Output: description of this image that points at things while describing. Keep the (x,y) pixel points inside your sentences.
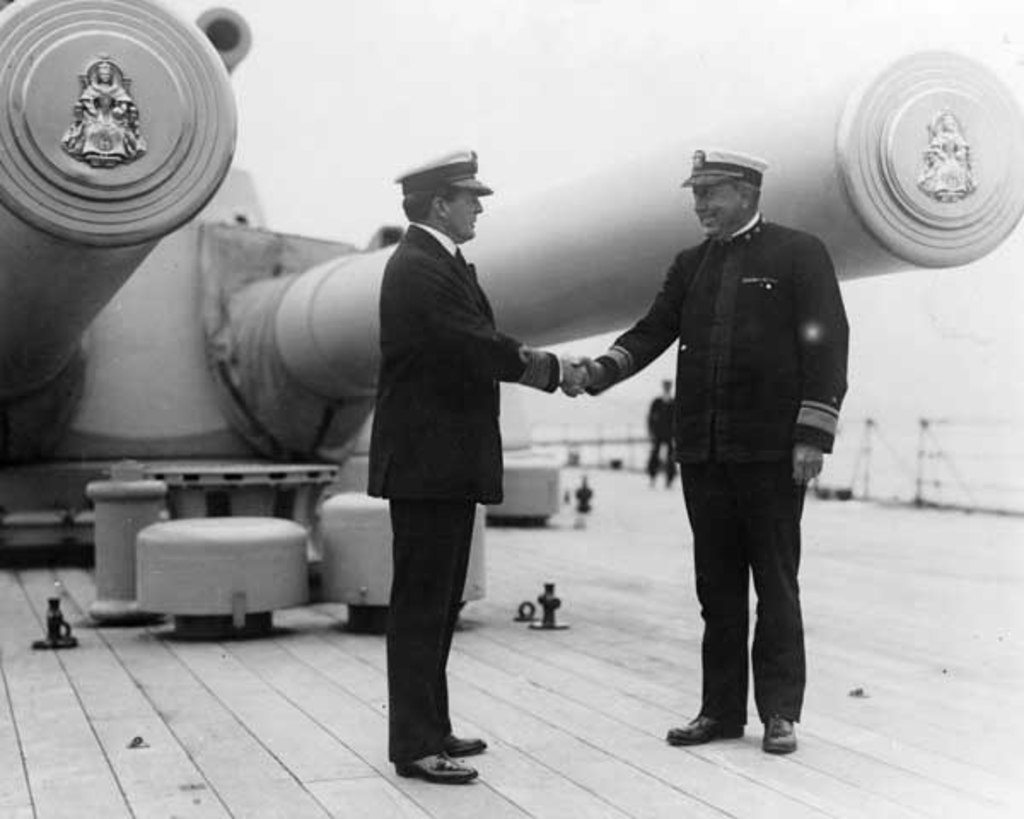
in this image there are two persons (472,403) are standing in middle of this image (473,346) wearing black color dress (485,427) and there is a machinery (256,394) at left side of this image (173,351) and there is one other person (665,404) at back (662,431) side to these two persons (681,395).
